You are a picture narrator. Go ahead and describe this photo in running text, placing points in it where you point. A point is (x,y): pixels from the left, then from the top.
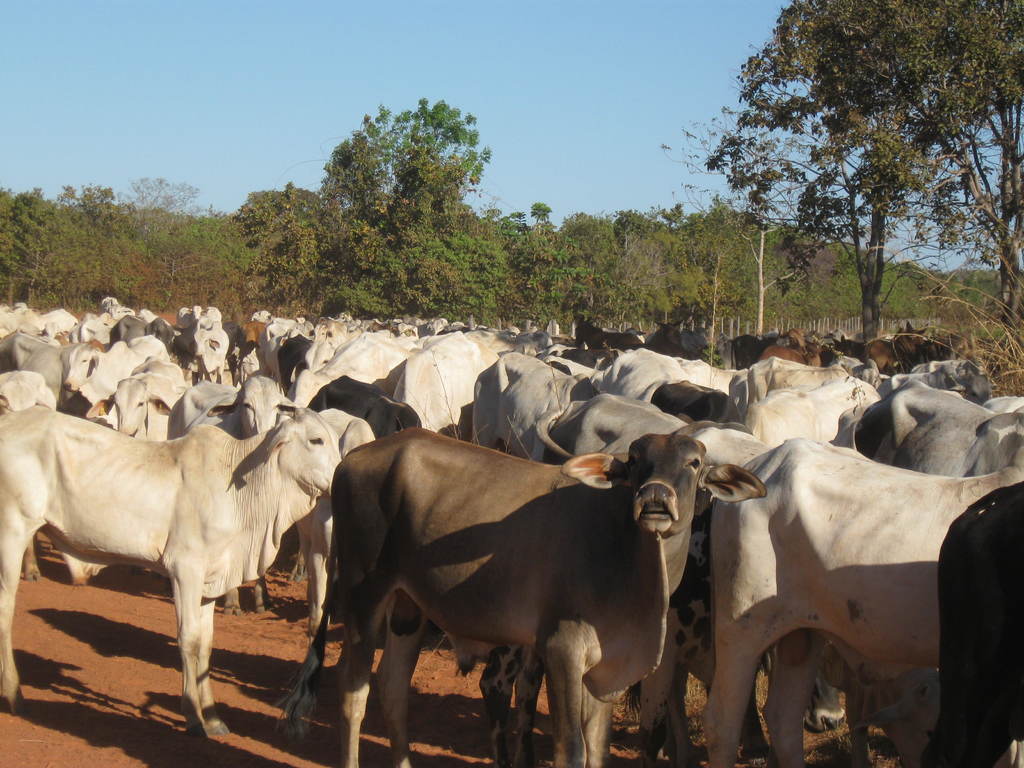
In this image I can see many cows (169,527) on the ground (105,656). In the background (353,258) there are many trees (580,258). At the top of the image (381,69) I can see the sky (373,59).
